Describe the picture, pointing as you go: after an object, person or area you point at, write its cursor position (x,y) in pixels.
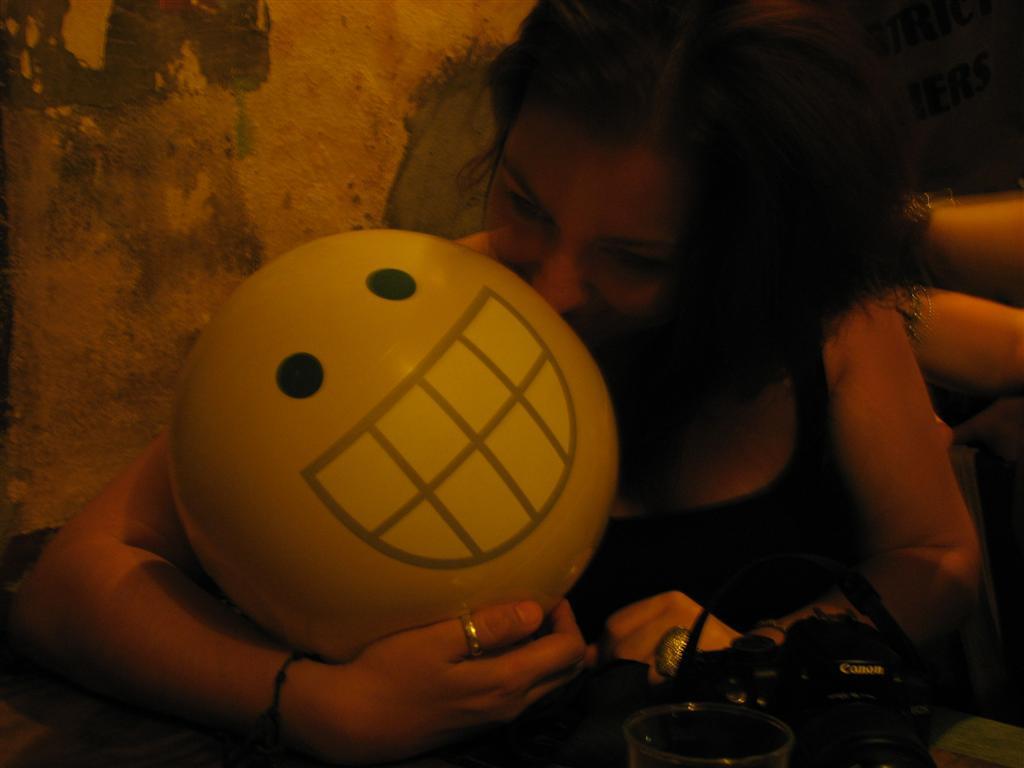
In the picture we can see a woman (537,652) sitting and holding a ball (301,316) which is yellow in color and a smile symbol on it and the woman (827,318) is kissing it and she is in black top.
